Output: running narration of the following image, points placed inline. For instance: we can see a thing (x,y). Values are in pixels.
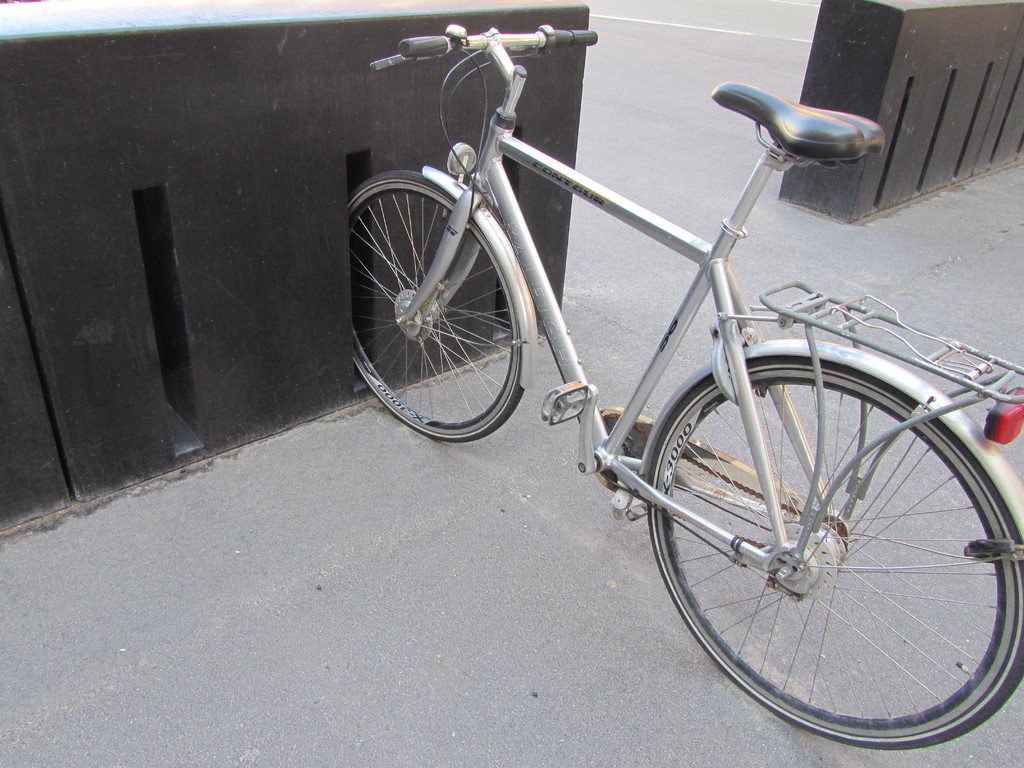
In this picture we can see a bicycle (673,452) here, we can see parking slots (259,255) here.
